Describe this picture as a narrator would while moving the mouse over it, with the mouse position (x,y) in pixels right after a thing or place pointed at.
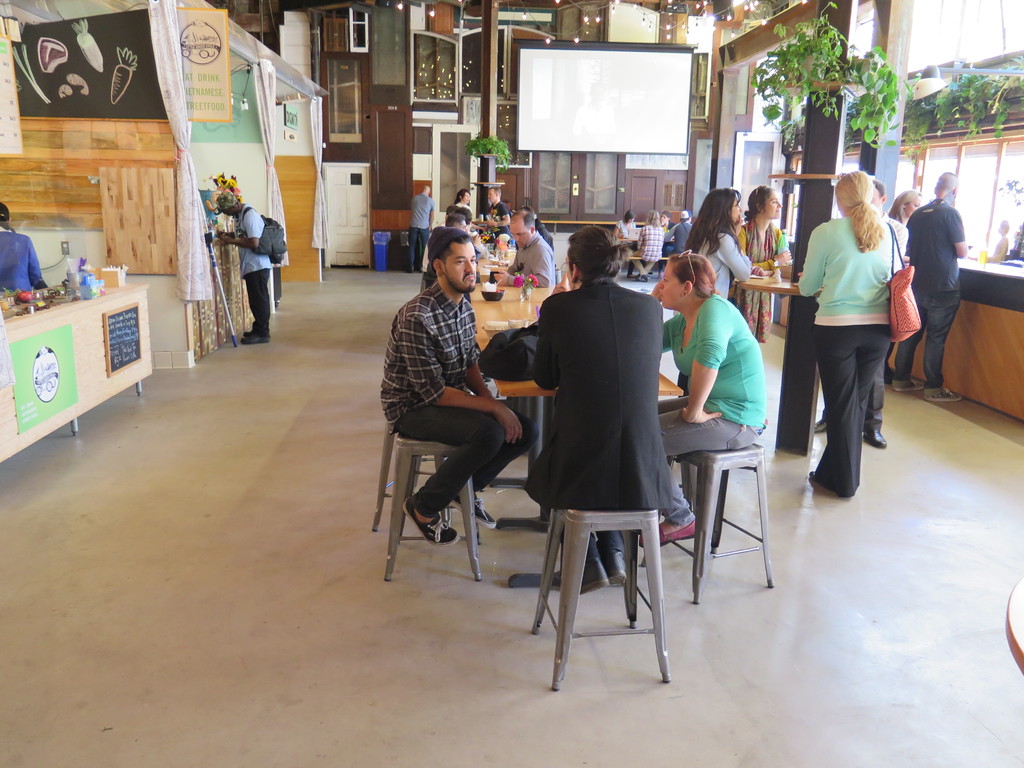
In the middle (490,318) there is a table (491,305) on that there is a bowl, plate (514,320) and some other items (532,287). In the middle (608,408) there is a man (591,405) he wear suit (586,365), trouser (595,556) and shoes (587,571). On the right (846,297) there are many people (822,282) standing. On the right (995,107) there is a plant (836,72). On the left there is a man (436,370) he wear check shirt (434,353), trouser (450,415) and shoes (438,535). In the background (606,87) there is a white screen (626,114), window (591,189) and door (364,221). I think this is a restaurant (356,382).
